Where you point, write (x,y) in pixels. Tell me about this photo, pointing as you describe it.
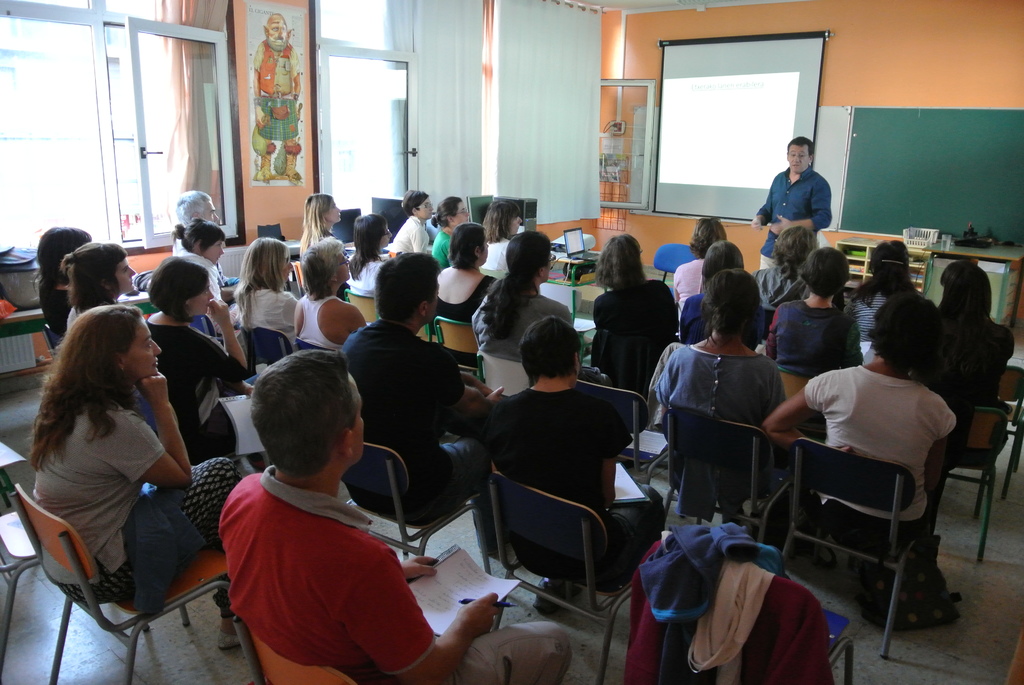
This is an inside view of a room (121,241). Here I can see few people (393,310) are sitting on the chairs (556,509) facing towards the back side (808,348). In the background (800,166) there is a man (779,202) standing and speaking. At the back of this man (795,198) there is a screen (753,110) and a board (901,153) are attached to the wall (903,65). Beside this man (807,202) there is a table (954,248) on which few objects (937,238) are placed. At the top (543,121) there are few curtains (533,165) to the windows (207,161) and also I can see a poster (274,134) attached to the wall (264,207).
